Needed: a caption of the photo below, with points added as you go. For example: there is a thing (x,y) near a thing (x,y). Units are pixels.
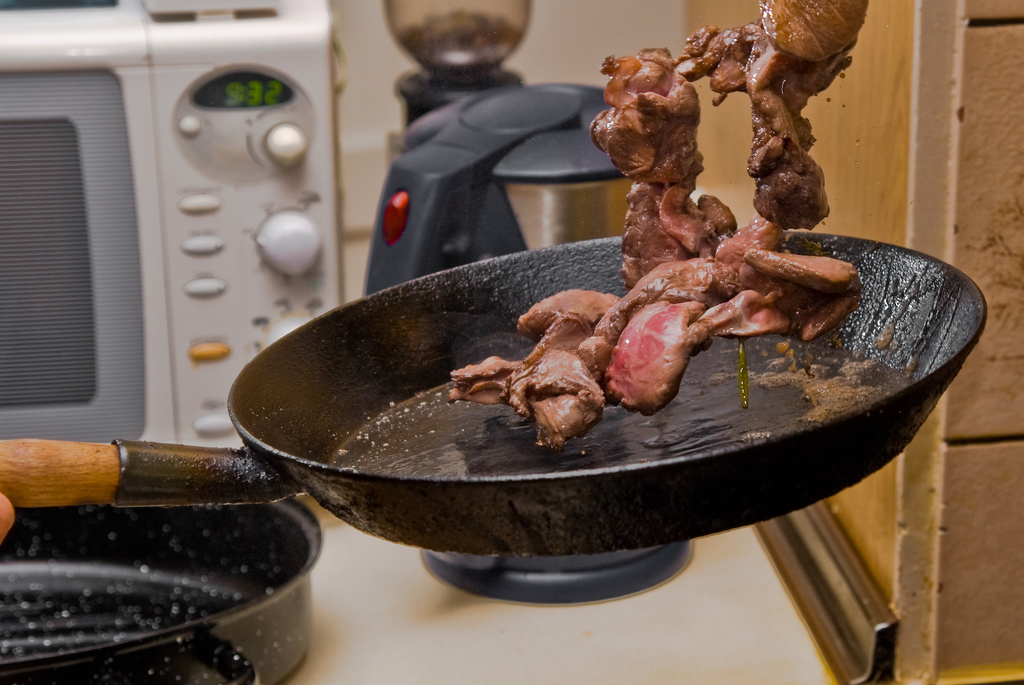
In this image there is meat (574,331) tossed up from the pan (293,382), behind the pan (297,402) there is a kettle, microwave oven (221,184) and a tray (253,610) on the table (398,582), beside the kettle (571,168) there is wooden wall (875,184).
